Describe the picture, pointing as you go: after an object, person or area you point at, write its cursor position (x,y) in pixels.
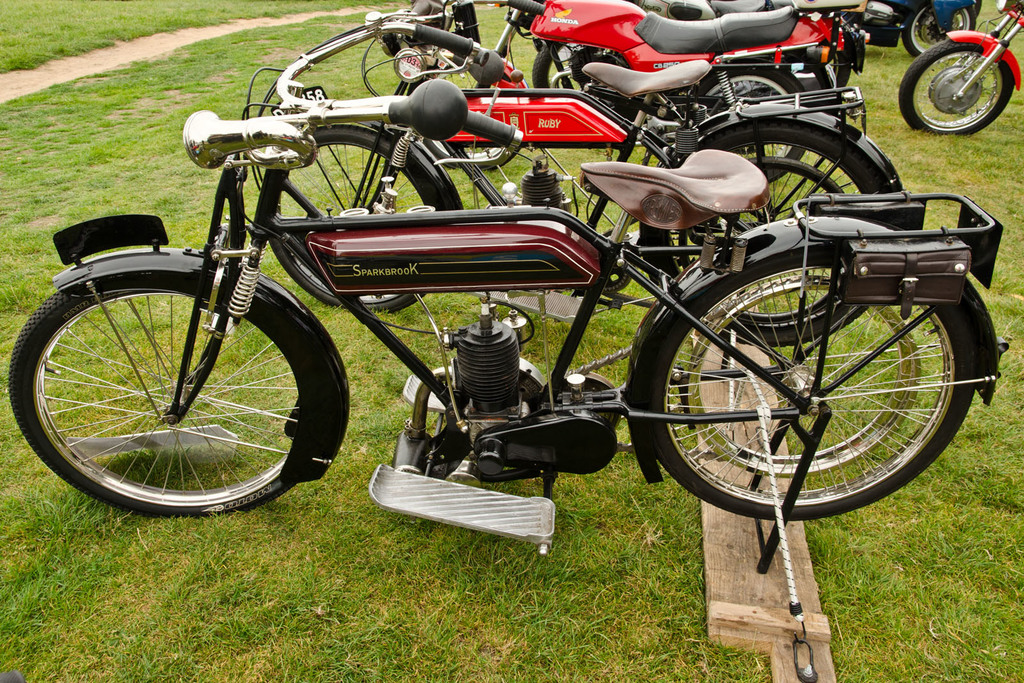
This image consists of bikes (467,135) parked on the ground (228,581). At the bottom (248,609), there is green grass (74,519). In the front (223,344), the bike (394,335) is in brown color. In the background (619,62), the bikes (619,62) are in red color.
